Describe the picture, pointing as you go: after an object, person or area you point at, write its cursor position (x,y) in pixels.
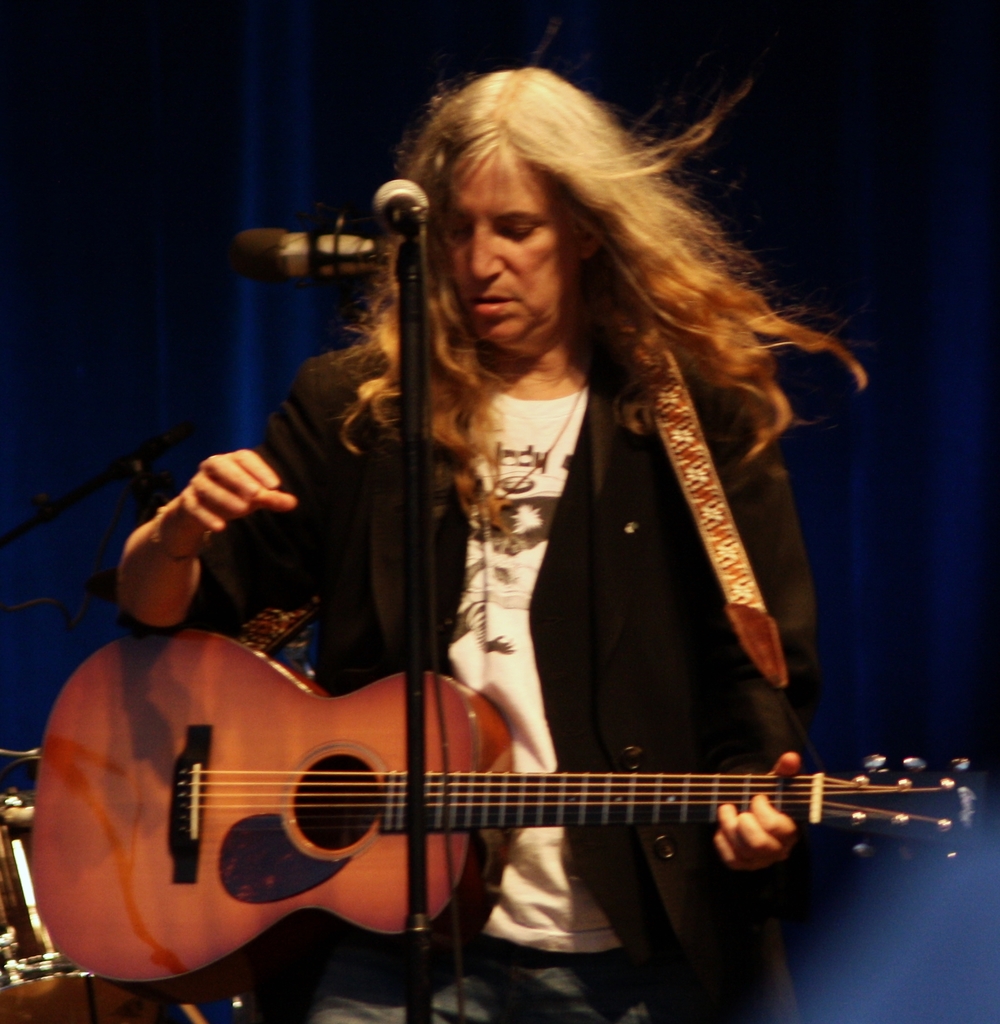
This picture shows a woman (479,168) standing and holding a guitar (104,652) in her hand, and we see a microphone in front of her.
